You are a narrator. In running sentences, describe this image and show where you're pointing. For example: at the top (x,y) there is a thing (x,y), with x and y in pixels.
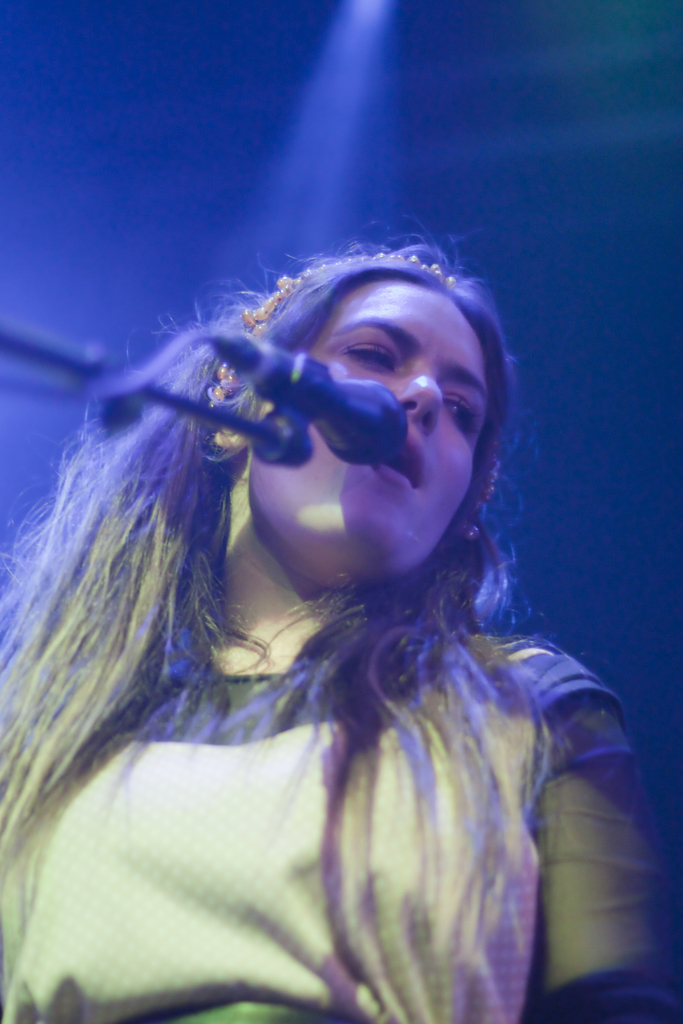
In this image a lady (235,753) wearing yellow dress (301,744) is singing. In front of her there is a mic (296,393). The background (415,136) is dark.
